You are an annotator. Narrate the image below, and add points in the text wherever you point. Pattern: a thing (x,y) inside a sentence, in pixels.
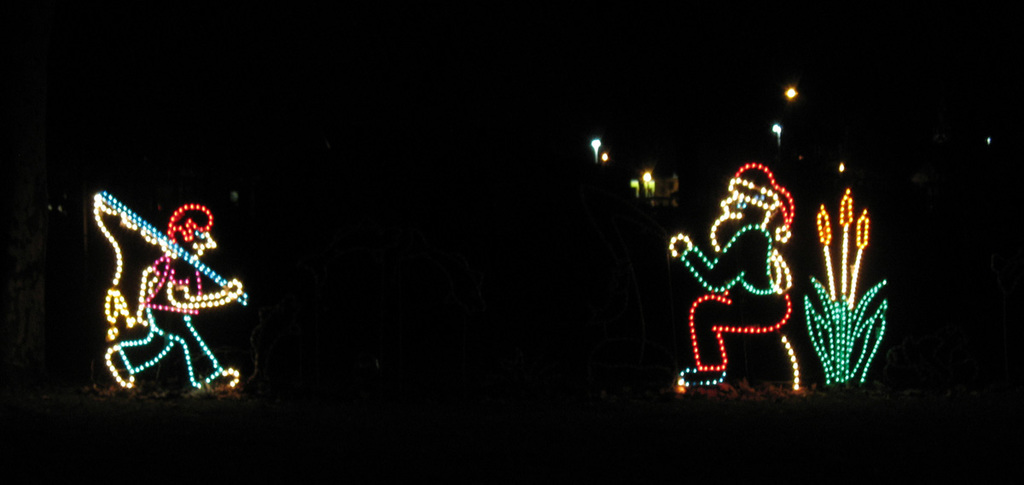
In this image I can see two people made with lights (690,329) and the lights (714,368) are in multicolor and I can see dark background (914,194).
